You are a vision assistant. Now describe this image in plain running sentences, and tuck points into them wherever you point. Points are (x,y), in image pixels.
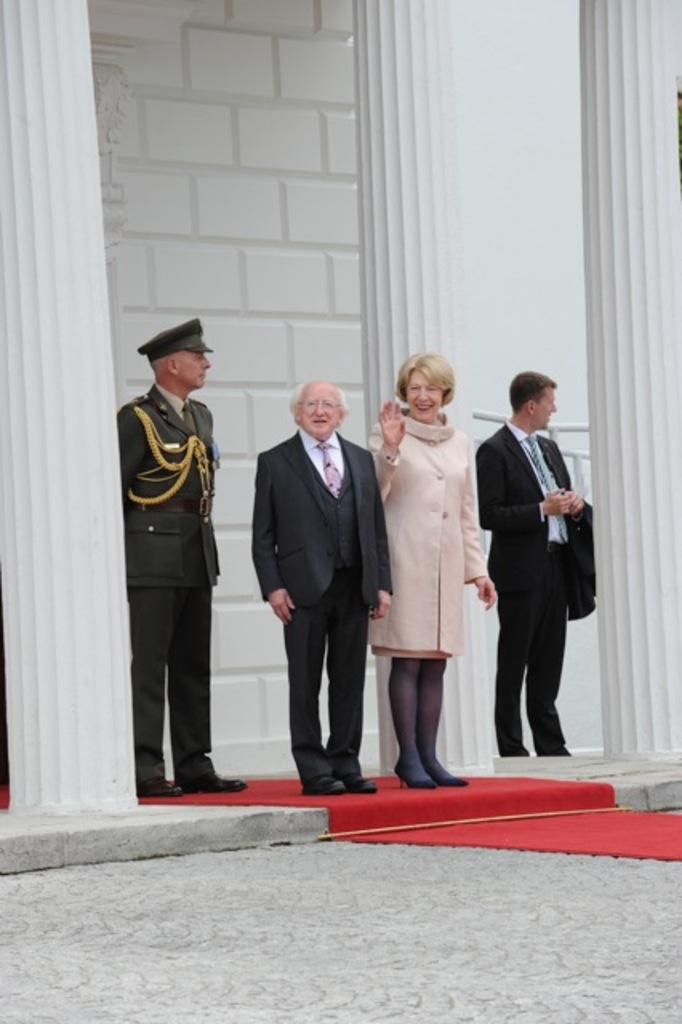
In this image we can see people (184,421) standing. The man (160,664) standing on the left (146,670) is wearing a uniform (151,659). At the bottom (414,792) there is a red carpet (540,828). In the background (454,153) there is a building (299,190).
